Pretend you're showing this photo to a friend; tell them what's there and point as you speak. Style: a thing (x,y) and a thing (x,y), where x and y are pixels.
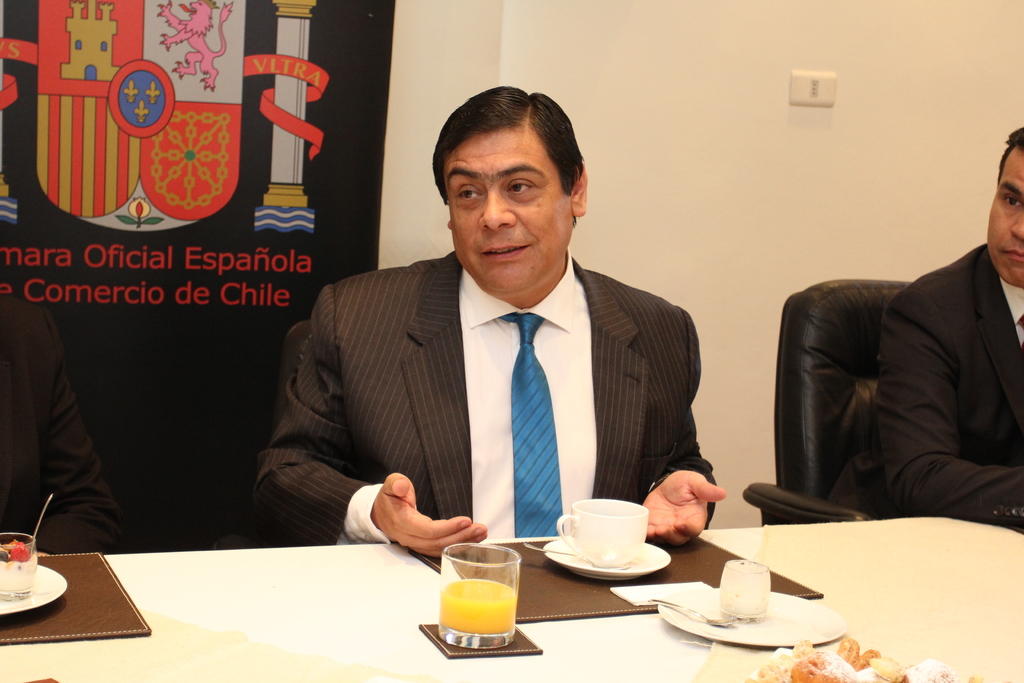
In this image I can see there are people (526,442) sitting on the chair (784,437). In-front of them there is a cup (616,552), glass (476,605), food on the table (900,579). At the back (266,153) there is a banner (318,196) attached to the wall (666,49).
